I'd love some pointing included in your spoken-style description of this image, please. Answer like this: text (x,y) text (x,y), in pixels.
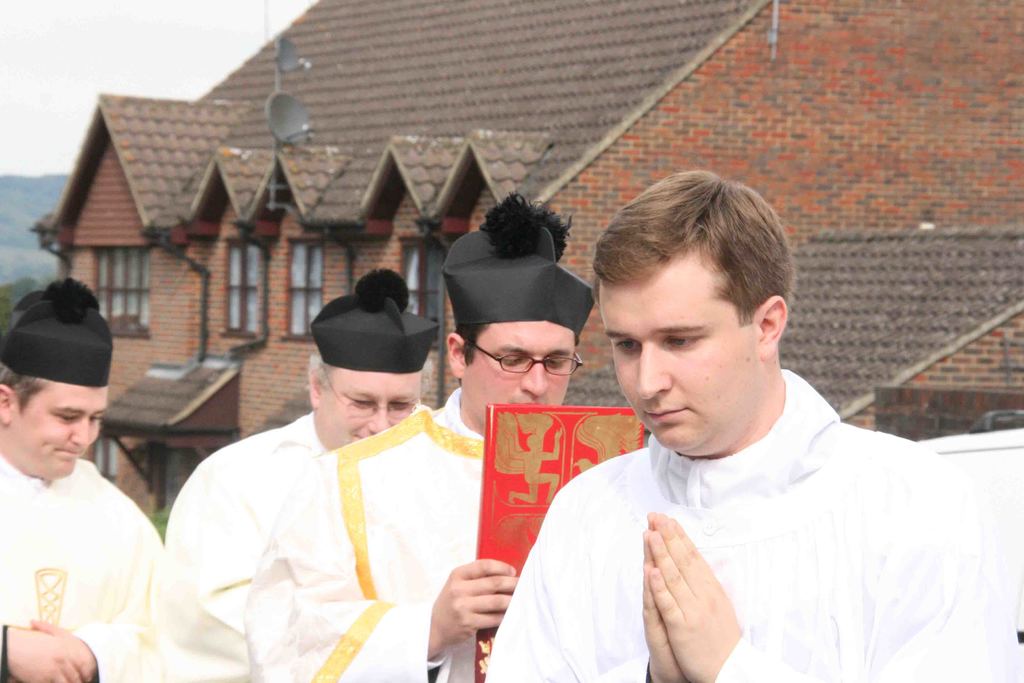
In this image, on the right (761,419) there is a man (745,472). On the left (270,564) there are three men (434,508). In the background (1021,316) there are house (546,186), windows (254,270), antennas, roof (341,153), hills (39,209), sky (67,70).
